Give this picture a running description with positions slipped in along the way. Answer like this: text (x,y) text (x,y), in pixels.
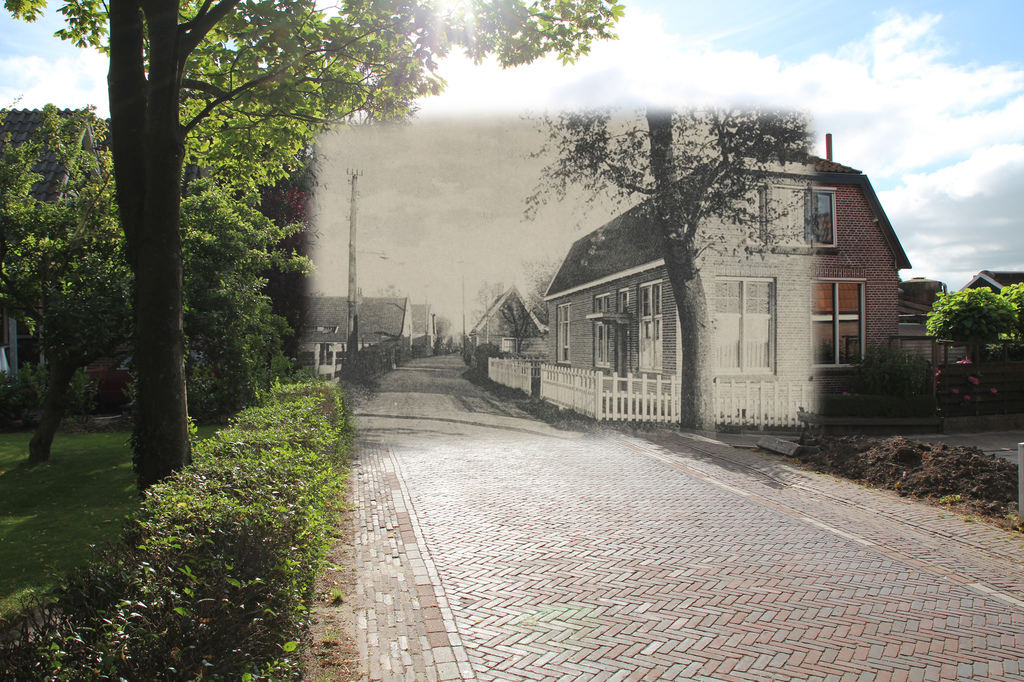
In this image there is a road (458,590), on the left side (159,586) there are plants (215,400) and trees (275,293), in the background (647,291) there are houses (646,306) and the sky (955,184).
